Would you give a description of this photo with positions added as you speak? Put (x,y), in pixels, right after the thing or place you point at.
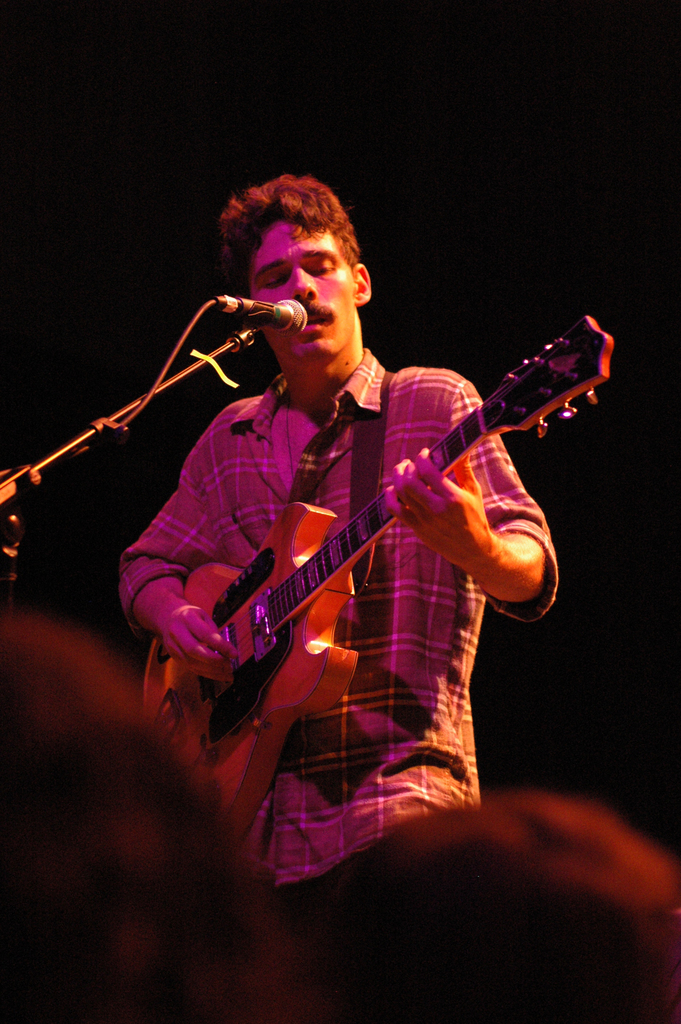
In this image, there is a person (354,400) standing in front of the mic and playing a guitar (279,554). This person (424,630) is wearing clothes (454,646).
